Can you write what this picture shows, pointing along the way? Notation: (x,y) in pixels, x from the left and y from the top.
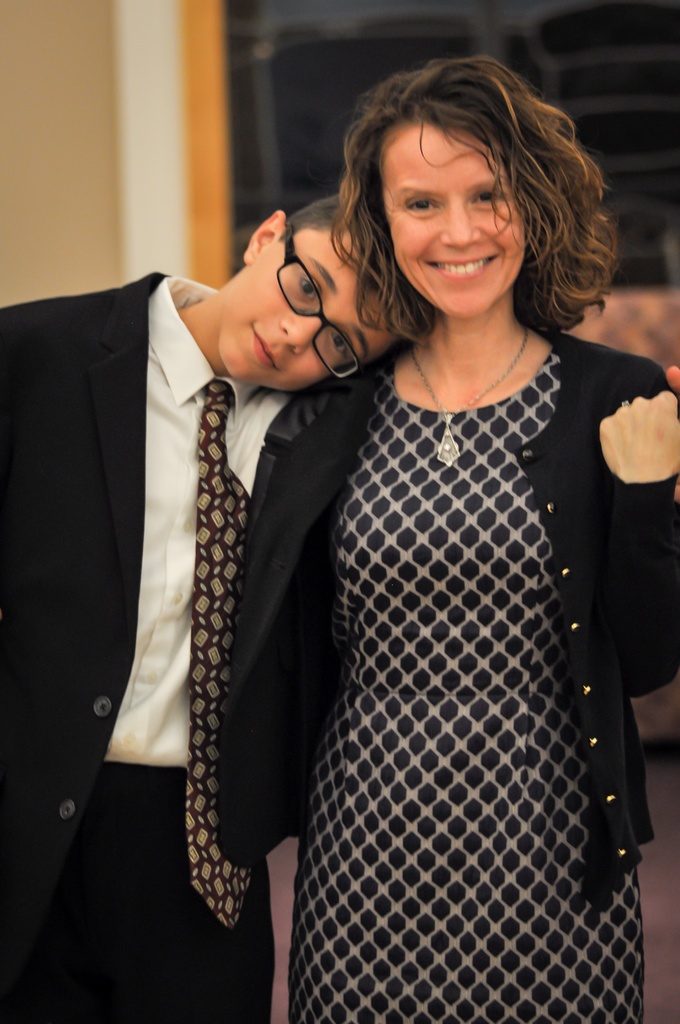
In this image I can see two people (419,603) with black and white color dresses (385,602). I can see the black, white and brown color background (26,176).
